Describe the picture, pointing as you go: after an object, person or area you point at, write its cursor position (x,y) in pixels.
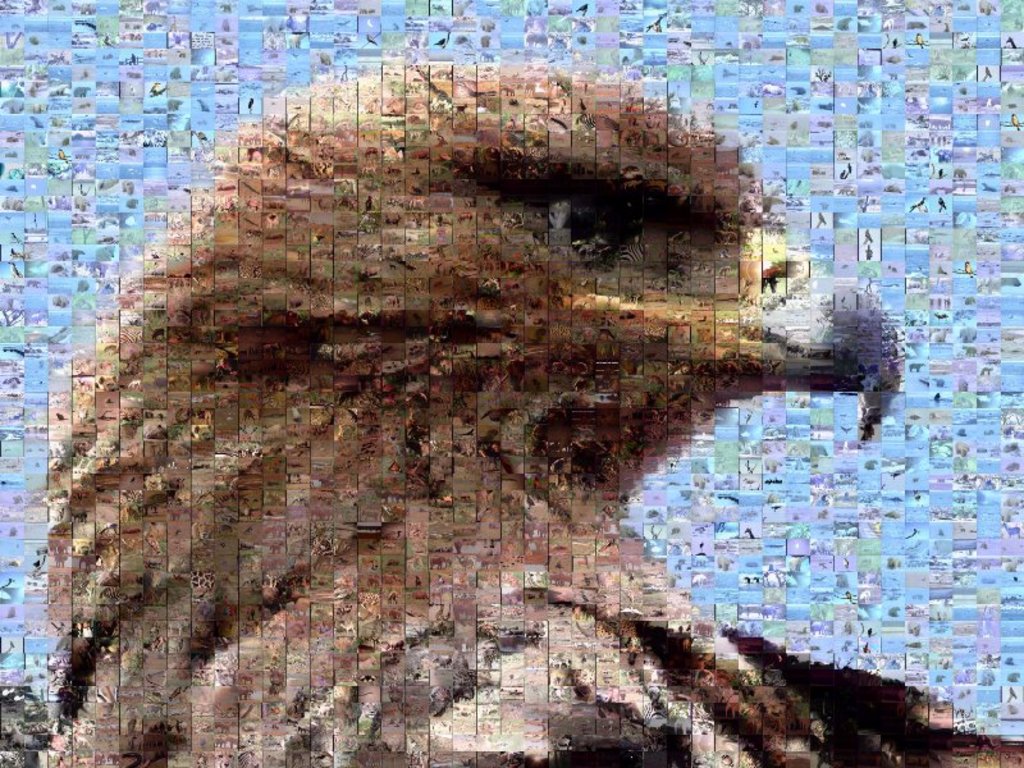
This picture describe about the close view of the edited image of an eagle (407,389).
